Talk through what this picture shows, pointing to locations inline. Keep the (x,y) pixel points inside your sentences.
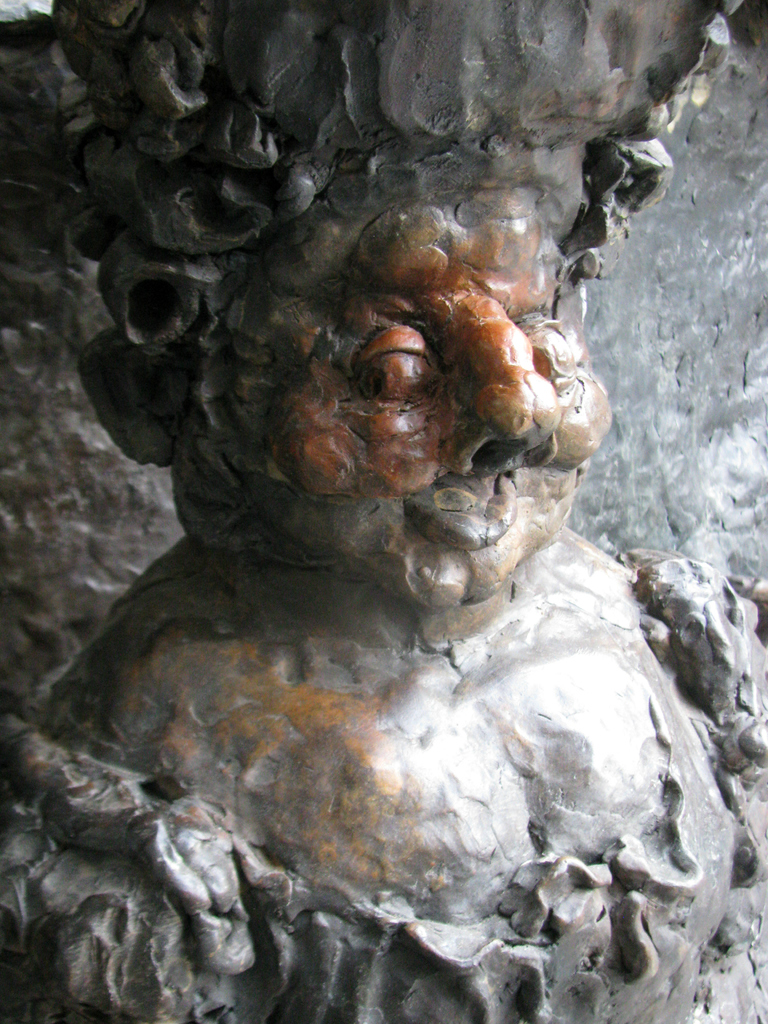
This is a statue (276,345) which is in the form human face (526,483) with a mouth (484,492), nose (478,382) and eyes (557,334).
